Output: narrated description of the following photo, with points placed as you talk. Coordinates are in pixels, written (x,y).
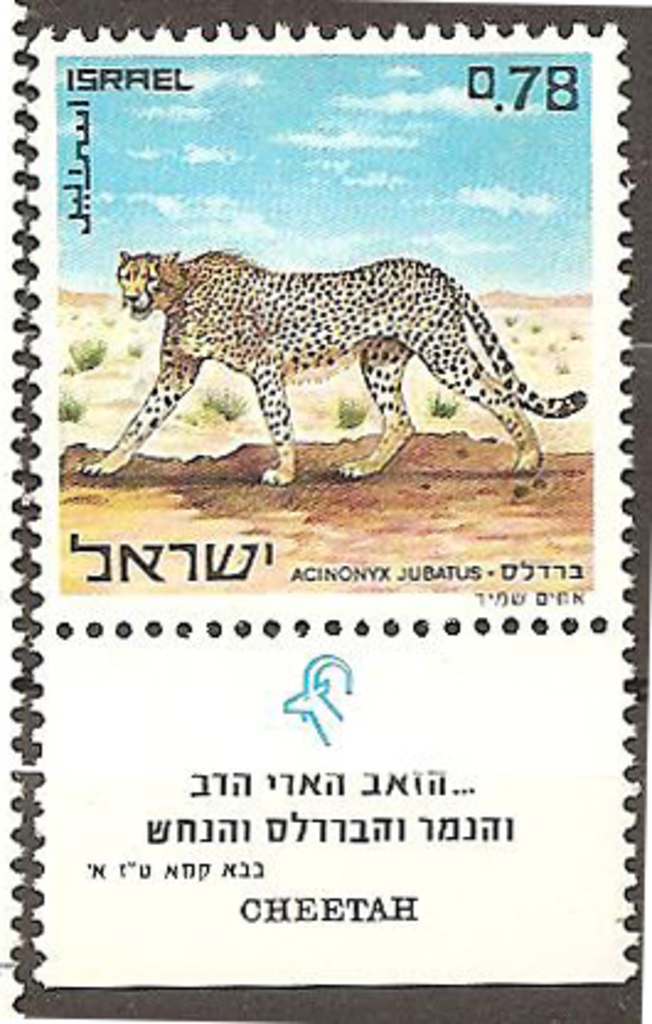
As we can see in the image there is a poster (355,434). On poster (396,306) there is a cheetah (323,333) and sky (298,176).
